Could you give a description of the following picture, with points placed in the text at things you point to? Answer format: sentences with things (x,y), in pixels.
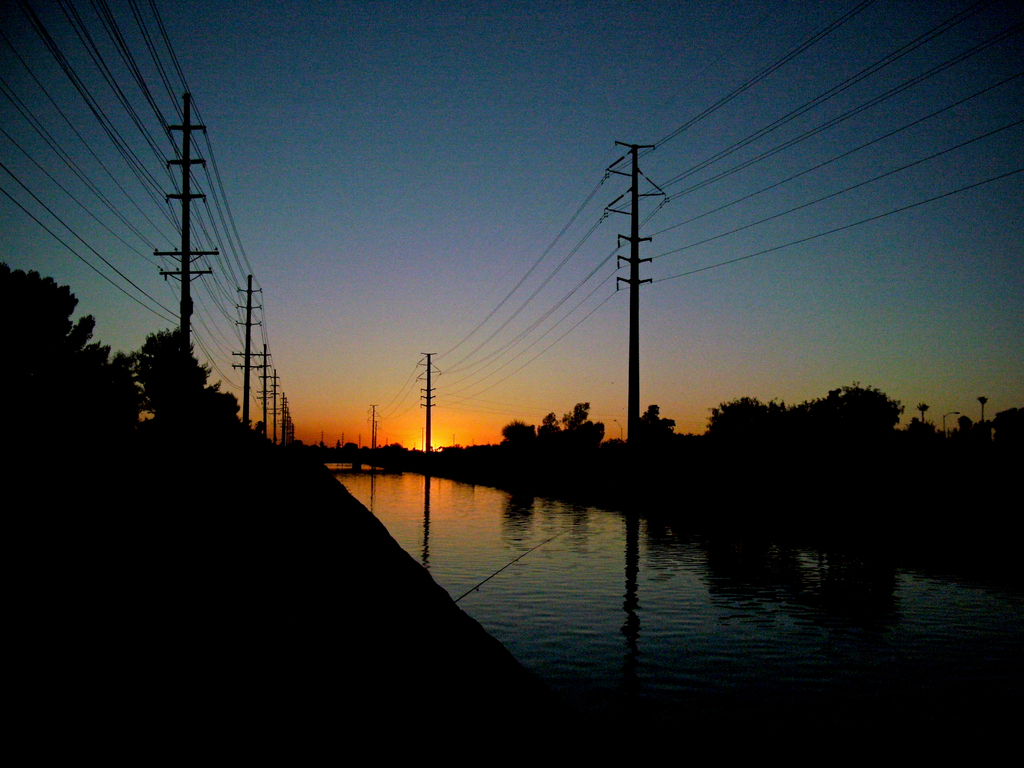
In this image we can see there is the dark picture. And there are trees (251,436), in between the trees (797,474) there is the water (519,524). And there are current poles (633,197) and wires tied to it. And there is the sky (487,82).
